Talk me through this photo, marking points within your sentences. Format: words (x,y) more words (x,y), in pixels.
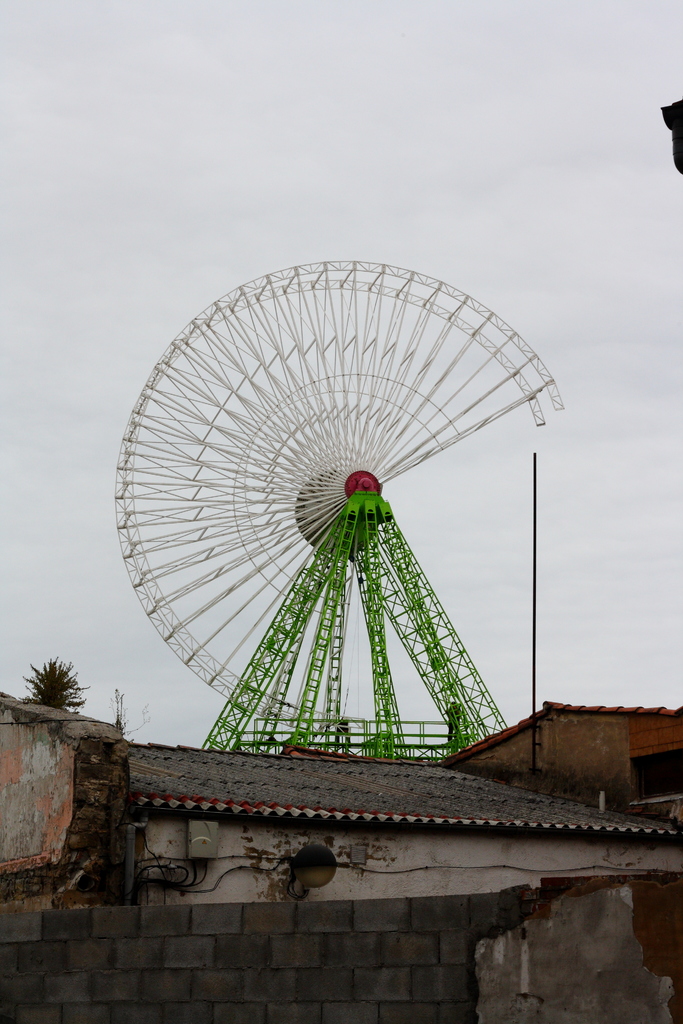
In this image I can see few houses (129,868), background (597,702) I can see the giant wheel (325,615) in white and green color, plants (46,697) in green color and the sky (222,114) is in white color.
